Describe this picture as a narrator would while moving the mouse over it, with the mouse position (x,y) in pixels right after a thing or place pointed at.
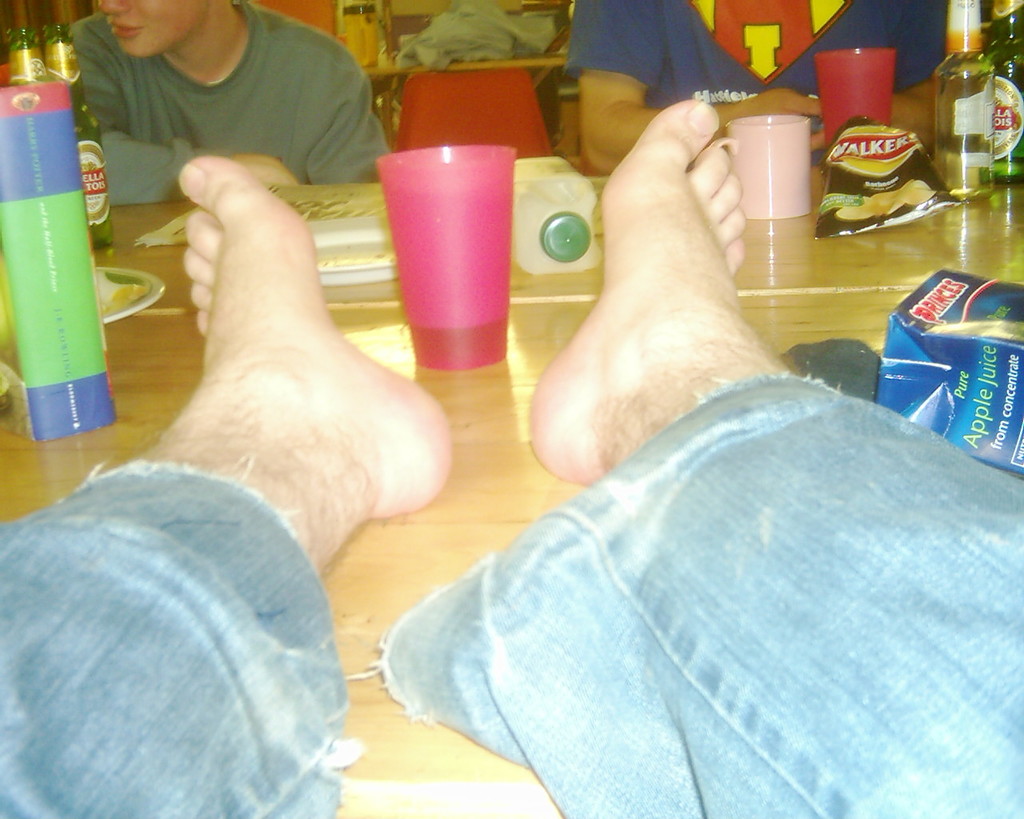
In the center of the image (350,358), we can see person's legs (293,400) on the table (856,289) and there are bottles (14,52), cups (469,181), glasses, plates (145,292) are also there on the table (843,278). In the background (143,88), we can see people (645,84) sitting on the chairs (492,85) and we can see an object (493,99) which is in red color.
